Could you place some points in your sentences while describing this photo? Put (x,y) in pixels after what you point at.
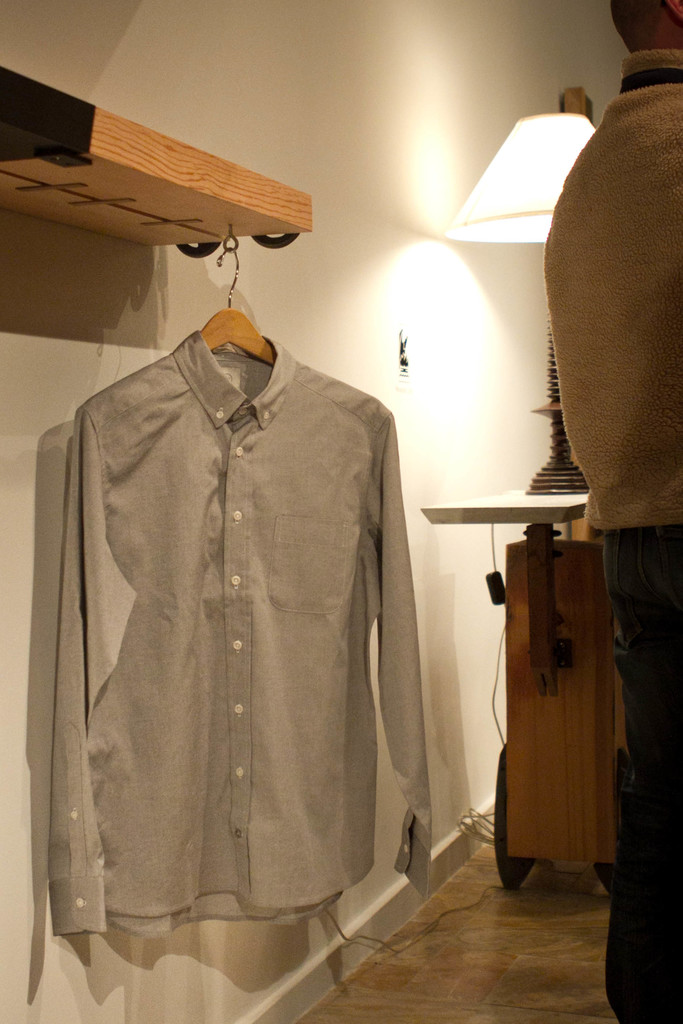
In this given image, I can see a person (623,414) standing and a light (510,164) and i can see a wall (519,260) which is colored with light cream color and i can see a shirt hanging to a wooden wood (176,161) which is attached to the wall (309,253).
